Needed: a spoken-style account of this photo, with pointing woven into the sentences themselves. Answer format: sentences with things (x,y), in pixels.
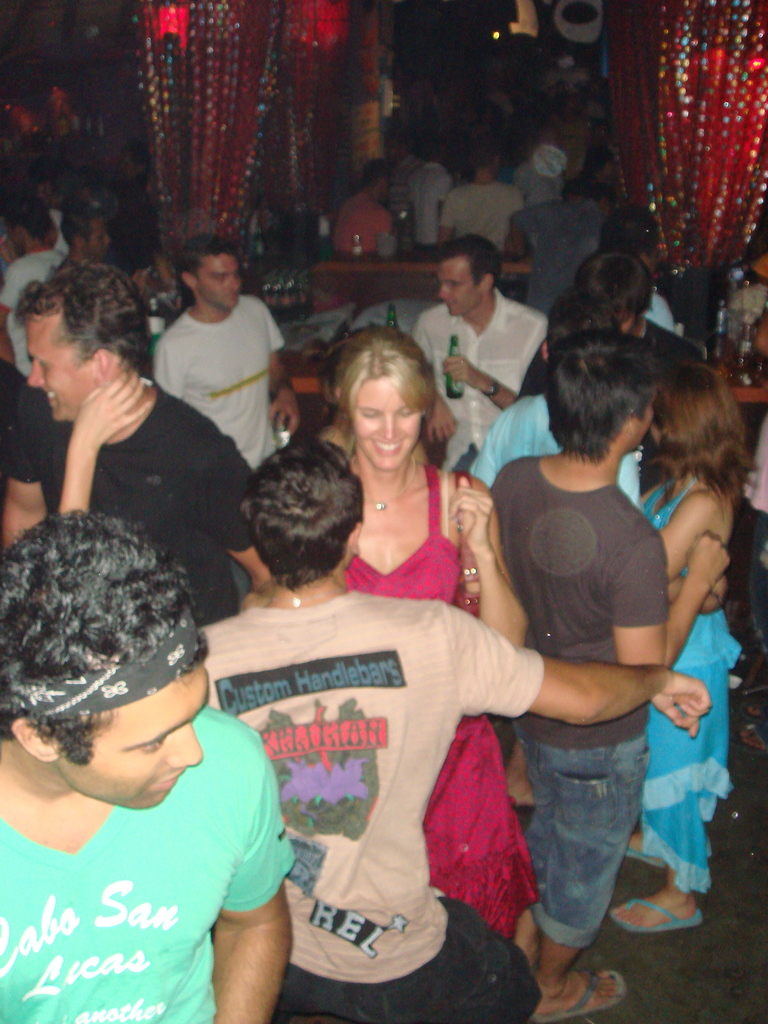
In this picture we can see a group of people (331,905) where some are standing on the floor (728,917) and smiling and in the background (200,62) we can see red curtains (728,31).
